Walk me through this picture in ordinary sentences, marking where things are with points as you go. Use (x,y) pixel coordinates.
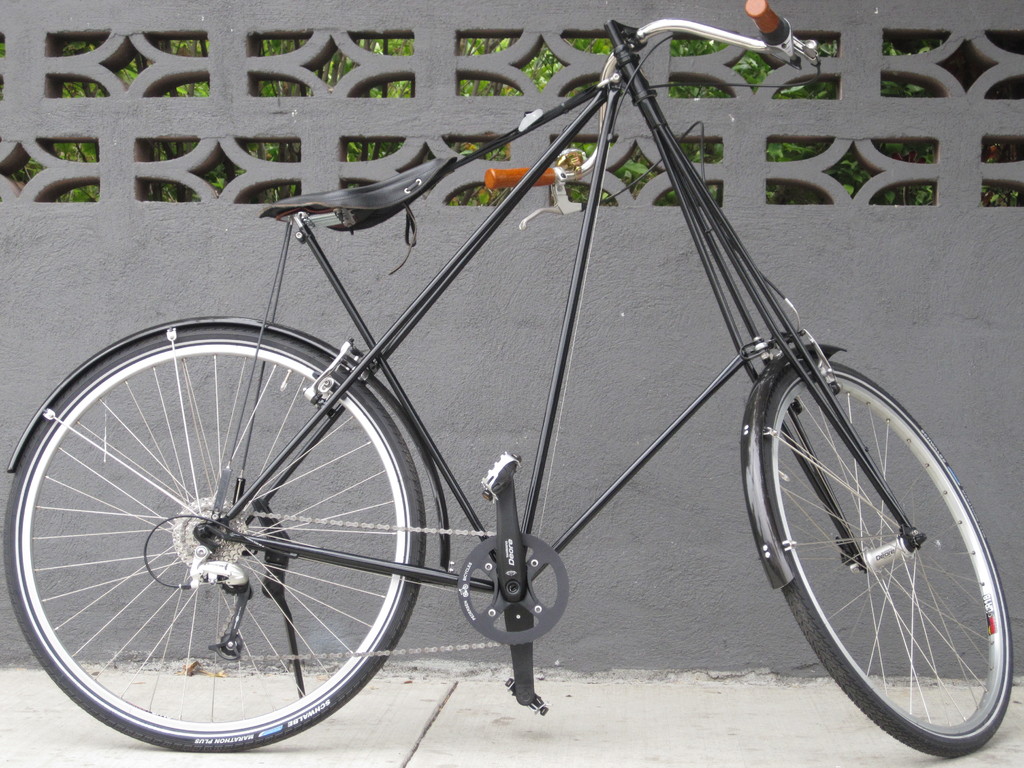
In the center of the image (370,350) there is a bicycle (768,364). In the background (819,204) there is a wall (130,180).
